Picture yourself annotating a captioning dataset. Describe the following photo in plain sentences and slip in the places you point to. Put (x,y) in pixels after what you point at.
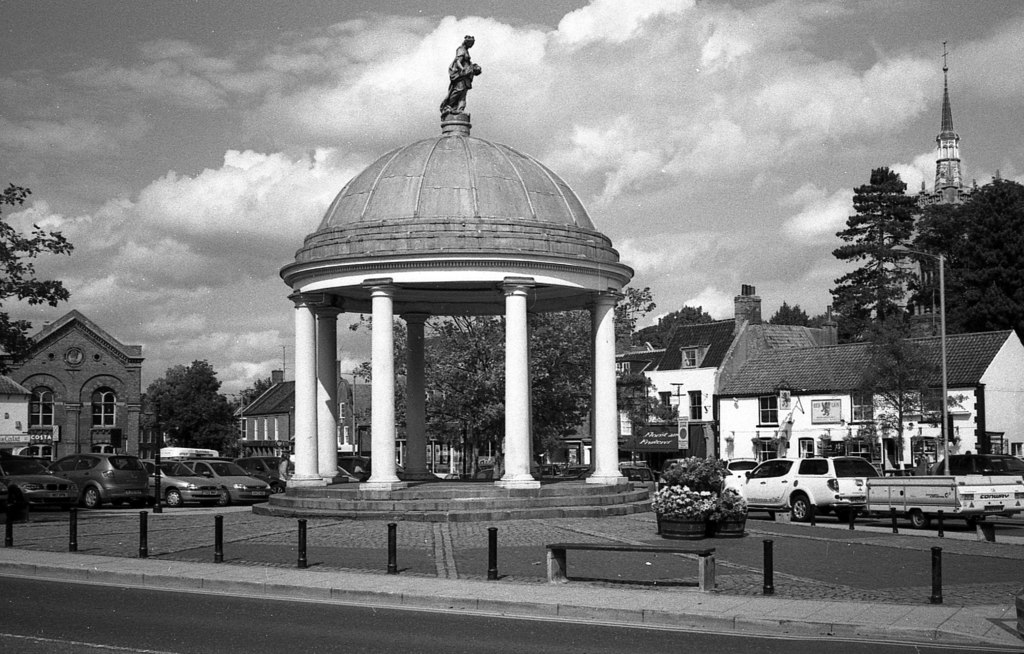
This picture is a black and white image. In this image we can see some houses (718,367), some poles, one dome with pillars (393,427), one statue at the top of the dome (452,145), two boards (40,436) on the left side of the image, some vehicles (16,479), some small poles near the road (845,526), some plants (716,497) with flowers (674,499), some plants (702,514) in the pots (670,518), some trees (1006,235), one church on the right side of the image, some text (660,440) on the house (856,436), one board (27,431) with two objects (16,425) on the left side of the image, one board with text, some frames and objects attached to the house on the right side of the image (848,439). At the top (437,119) there is the cloudy sky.
